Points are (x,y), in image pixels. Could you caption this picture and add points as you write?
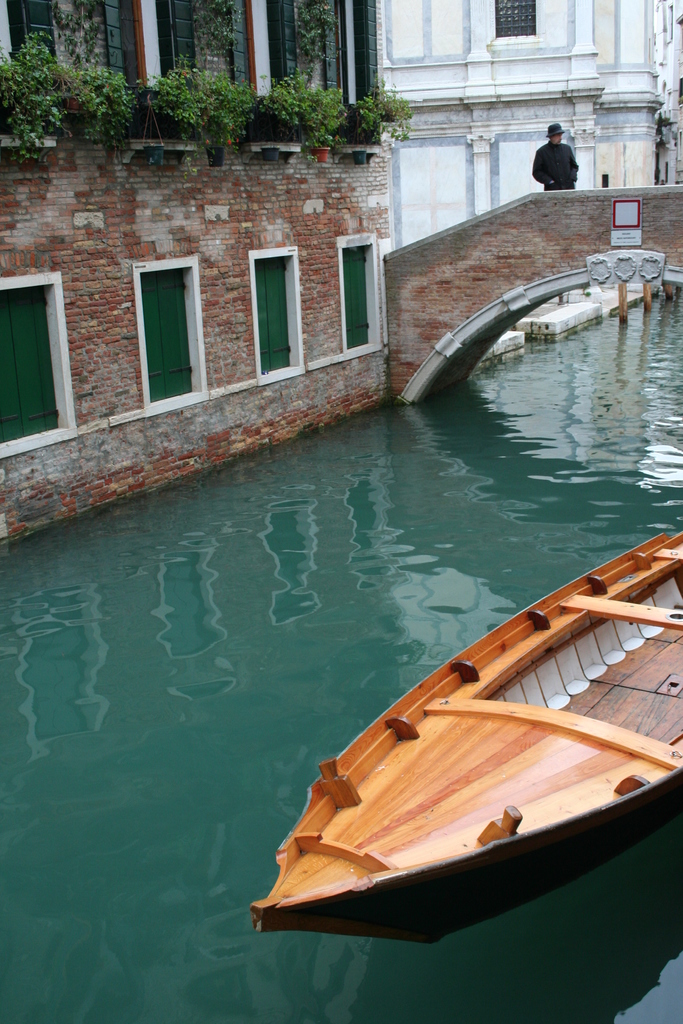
In this picture there is a boat (666,635) on the water (403,636) at the bottom side of the image (460,781) and there is a man (562,185) who is standing on the bridge (573,199) on the right side of the image (590,201) and there are buildings (385,159) in the background area of the image (290,202), there are windows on it and there are plants (52,77) in the image.
